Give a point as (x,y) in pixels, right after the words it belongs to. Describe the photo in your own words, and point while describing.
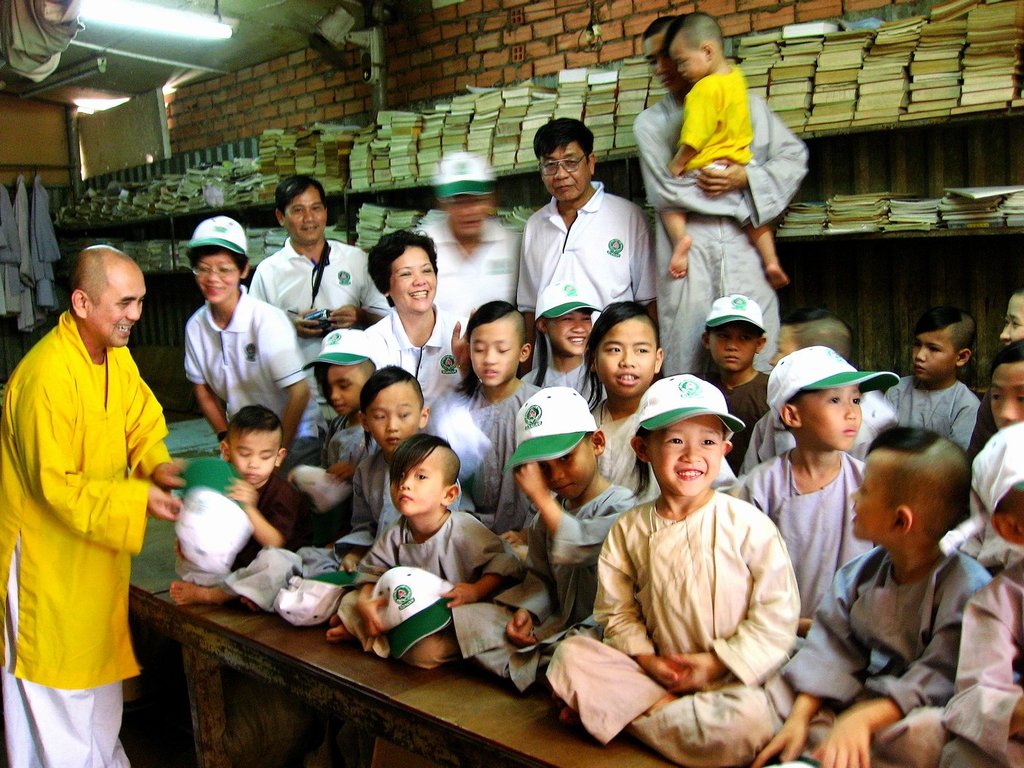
A person (57,441) is standing at the left (66,608) wearing a yellow shirt (86,448) and a white pant (71,741). There are children (266,504) sitting on wooden surface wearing white dress (596,501) and white and green caps (560,407). Few people (300,223) are standing behind them. There are books (984,107) in the shelves (1013,140) and there is a brick wall (400,70) at the back (390,70). There are clothes (29,300) hanging at the back (26,221). There is a cctv camera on the wall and a light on the top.
